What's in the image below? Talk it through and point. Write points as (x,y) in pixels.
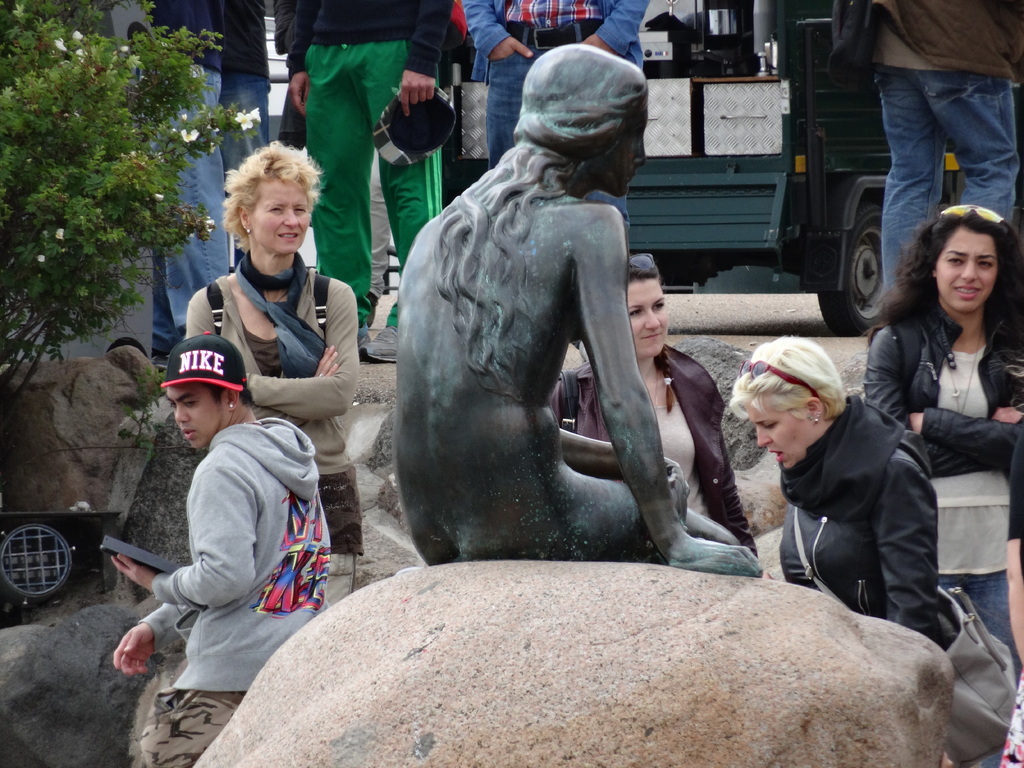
In this picture we can observe a statue (498,319) of a woman (444,281) which is in black color, on the rock (527,575). There are some people (300,287) in this picture. We can observe men (264,451) and women (306,319). On the left side (98,195) there is a small tree (42,194). In the background (729,135) we can observe a vehicle (718,85).
